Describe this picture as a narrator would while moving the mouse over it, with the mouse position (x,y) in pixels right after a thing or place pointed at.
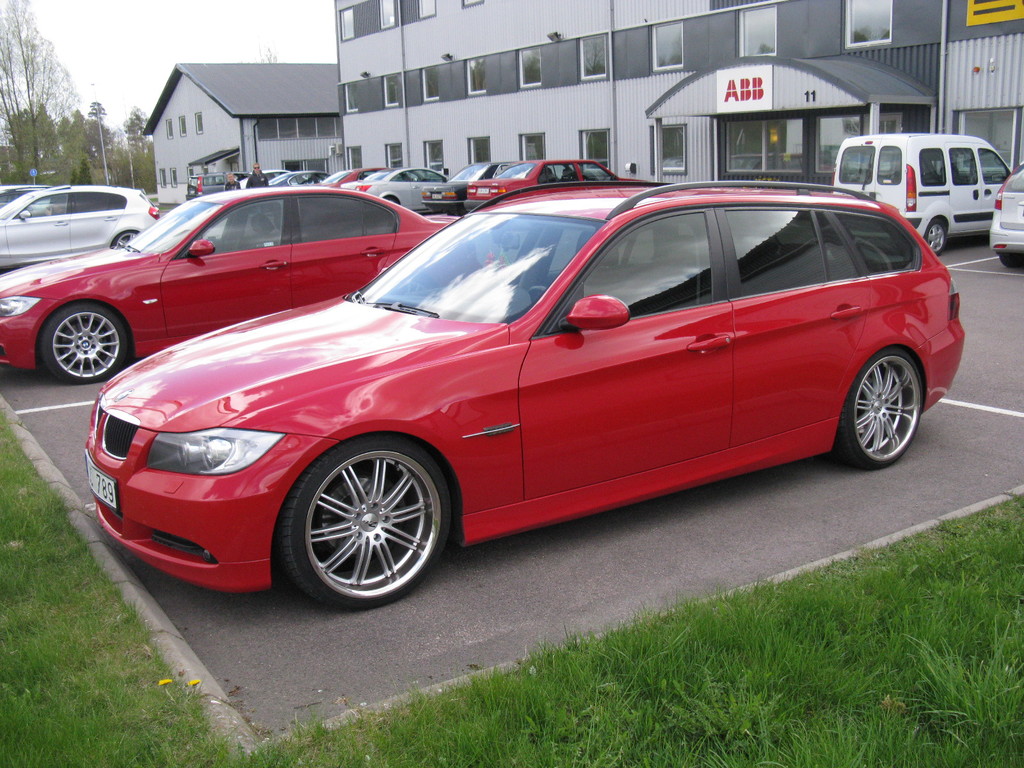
There are many cars (122,229) parked on the parking area (831,484). On the ground (136,569) there is grass (544,687). In the back (633,111) there are buildings (473,83) with windows (479,91). In the background (131,127) there are trees (57,135).
